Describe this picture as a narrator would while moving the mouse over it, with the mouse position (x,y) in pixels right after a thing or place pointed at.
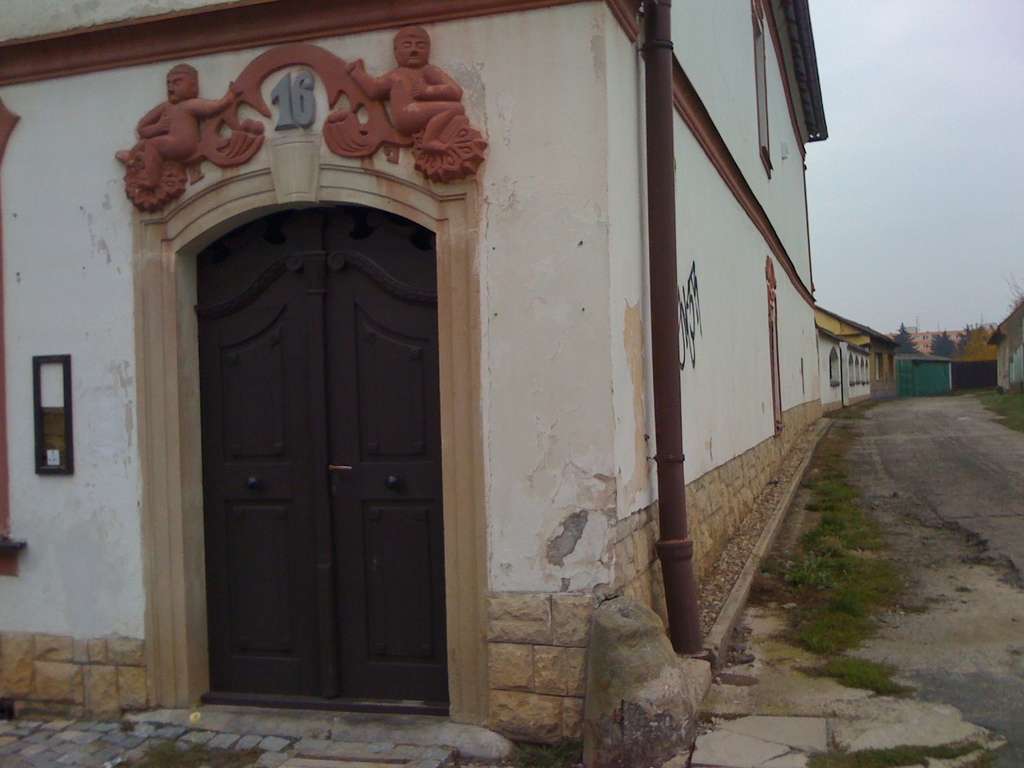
In this picture we can see a building (776,392) in the front (773,392), on the left side (258,387) there is a door (402,423), on the right side (812,558) we can see a pipe (665,448) and grass (830,580), there is the sky (956,172) at the right top of the picture (952,130).
